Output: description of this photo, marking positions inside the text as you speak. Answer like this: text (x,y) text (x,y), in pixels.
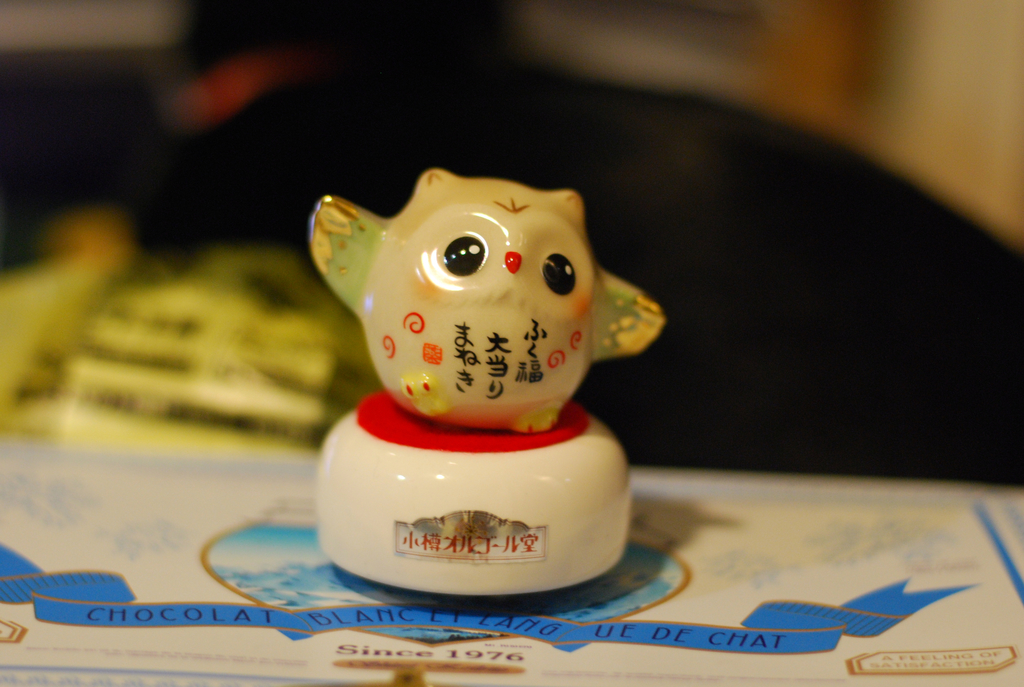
In this image, we can see a toy (472,428). In the background (901,138), image is blurred.
